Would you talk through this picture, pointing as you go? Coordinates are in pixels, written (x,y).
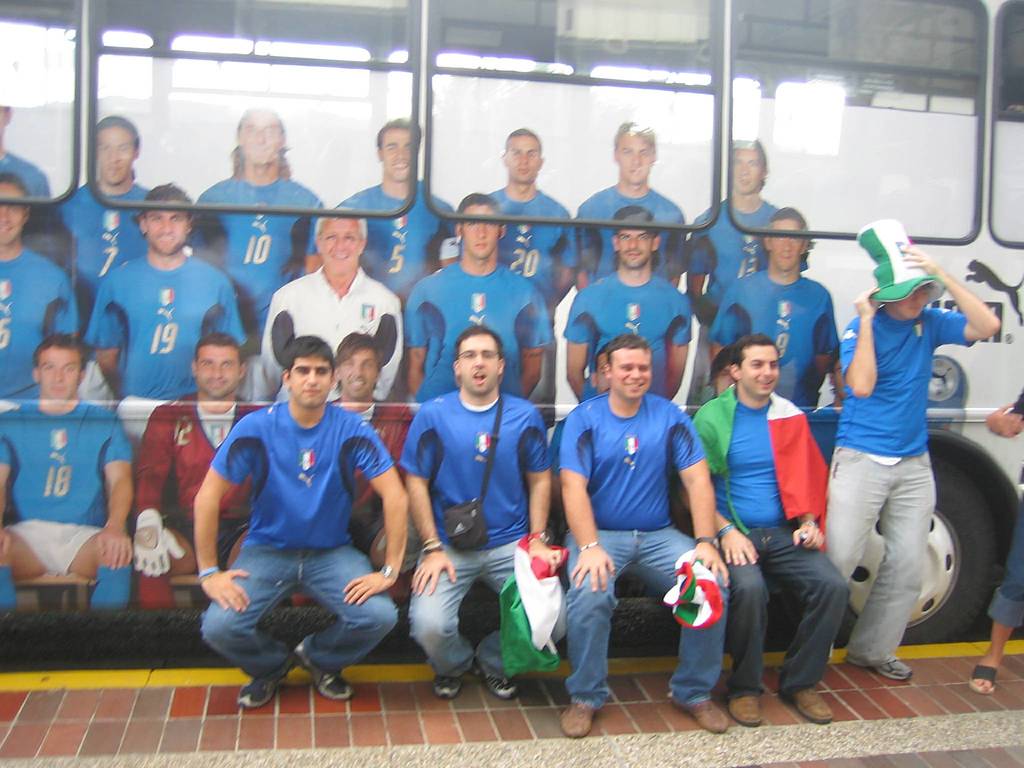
In this image we can see a few people (618,359) sitting and one person (903,322) is standing, behind that we can see one vehicle (489,101) and we can see some text (993,310), few images (673,293) on it, we can see the glass windows (950,184).
